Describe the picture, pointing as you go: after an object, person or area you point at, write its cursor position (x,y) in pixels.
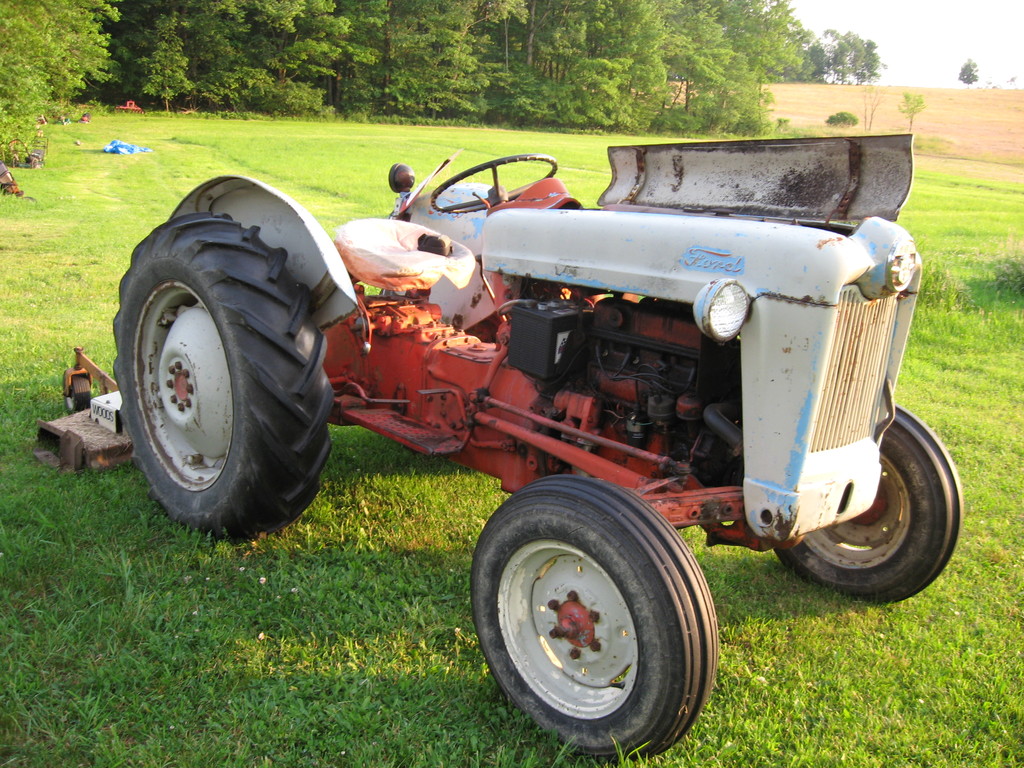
In this picture I can see a tractor (537,410). In the background (323,119) I can see trees (387,79), grass (395,157) and the sky (874,4). Here I can see some objects (32,164) on the grass (88,143).
